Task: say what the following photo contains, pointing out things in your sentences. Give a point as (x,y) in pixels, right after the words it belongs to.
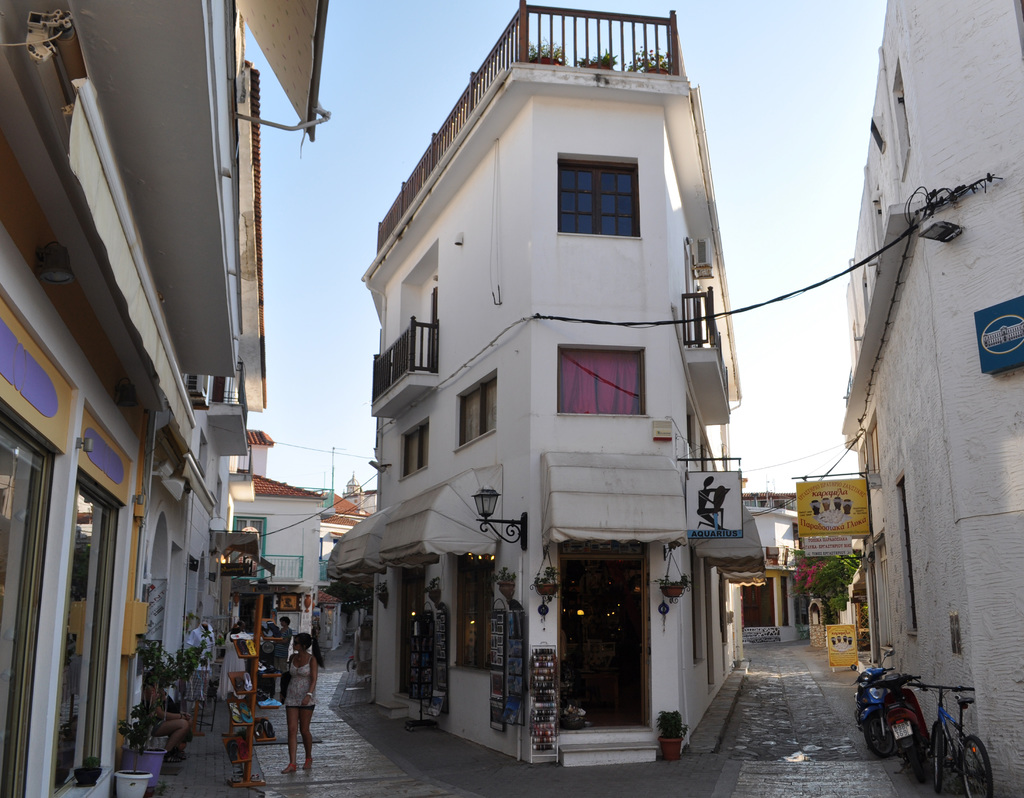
In this picture we can see group of people (299,663) and few buildings (849,429), and also we can see a bicycle (927,687) and motorcycles (902,714) on the road (808,703), in the background (810,511) we can find few notice boards (826,521) and cables (765,304).
